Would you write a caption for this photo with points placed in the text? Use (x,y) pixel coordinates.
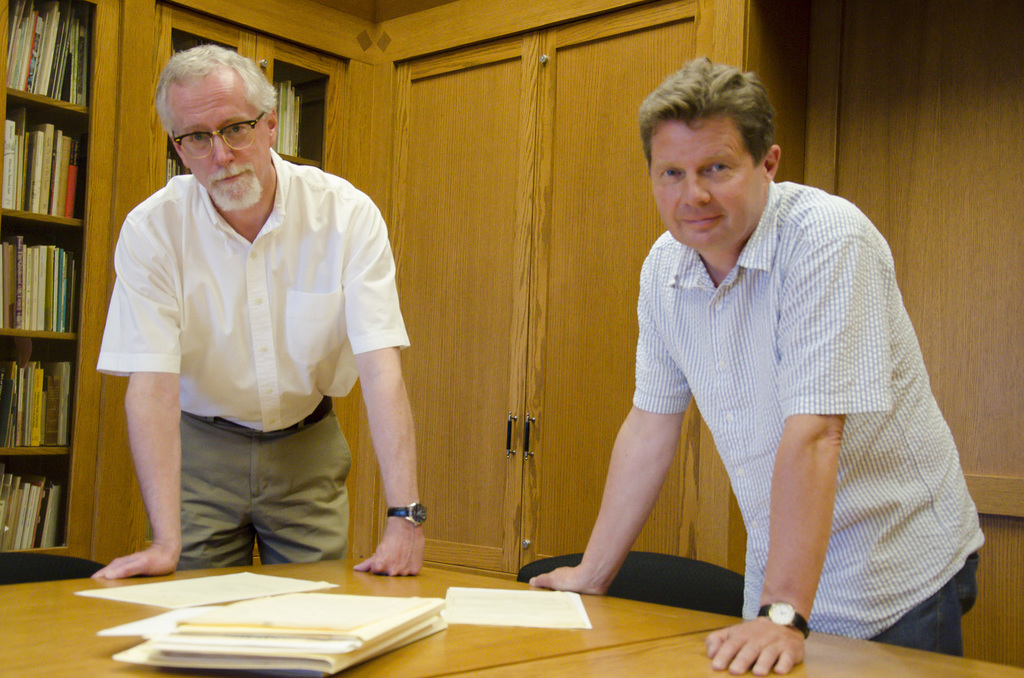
This picture shows two man (752,128) standing and we see few papers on the table (120,671) and we see couple of chairs (532,573) and a bookshelf (86,117).
